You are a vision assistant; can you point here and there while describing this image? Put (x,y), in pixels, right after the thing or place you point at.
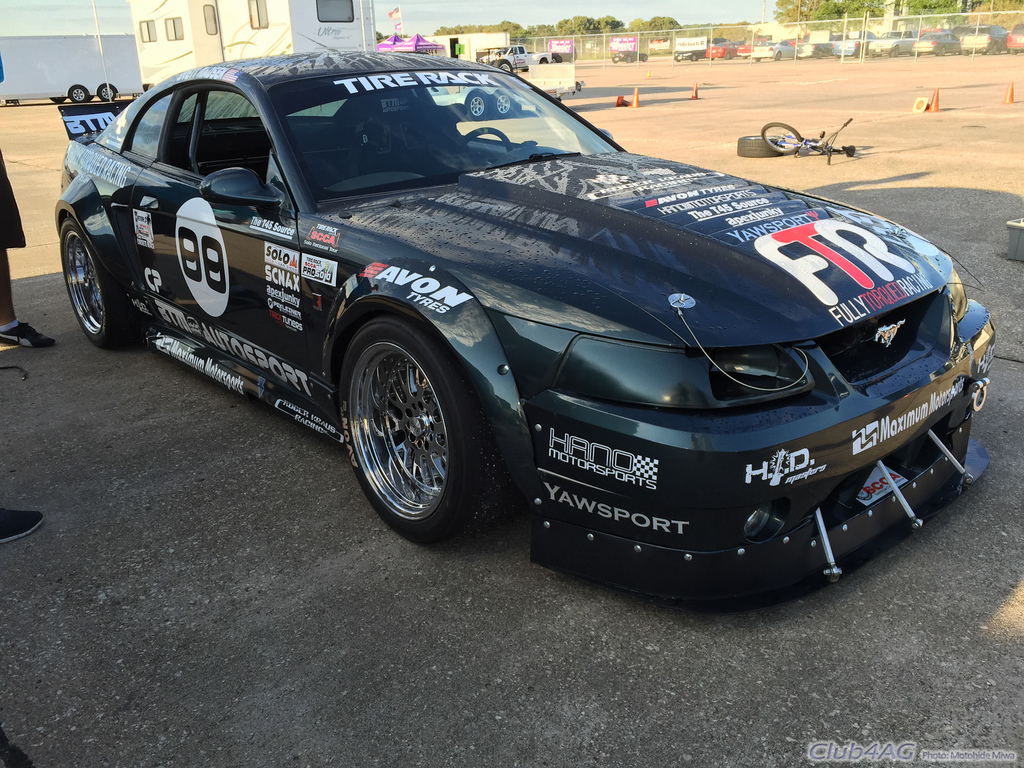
In this image there is a car (415,256) on the road (291,467). In the background (219,27) there is a truck (231,24). On the right side (773,33) top corner there is a fence (797,44), Beside the fence (811,32) there are cars (797,44). On the ground (858,156) there is a cycle (820,141). Beside the cycle (808,150) there is a tire (752,151) and there are safety cones (932,97) beside the cycle (803,135). In the background (388,41) there are tents (402,41) on which there is a flag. Beside the tents (433,50) there is a car (522,53). On the left side (18,525) there are few persons (43,338) standing on the ground (34,600).
